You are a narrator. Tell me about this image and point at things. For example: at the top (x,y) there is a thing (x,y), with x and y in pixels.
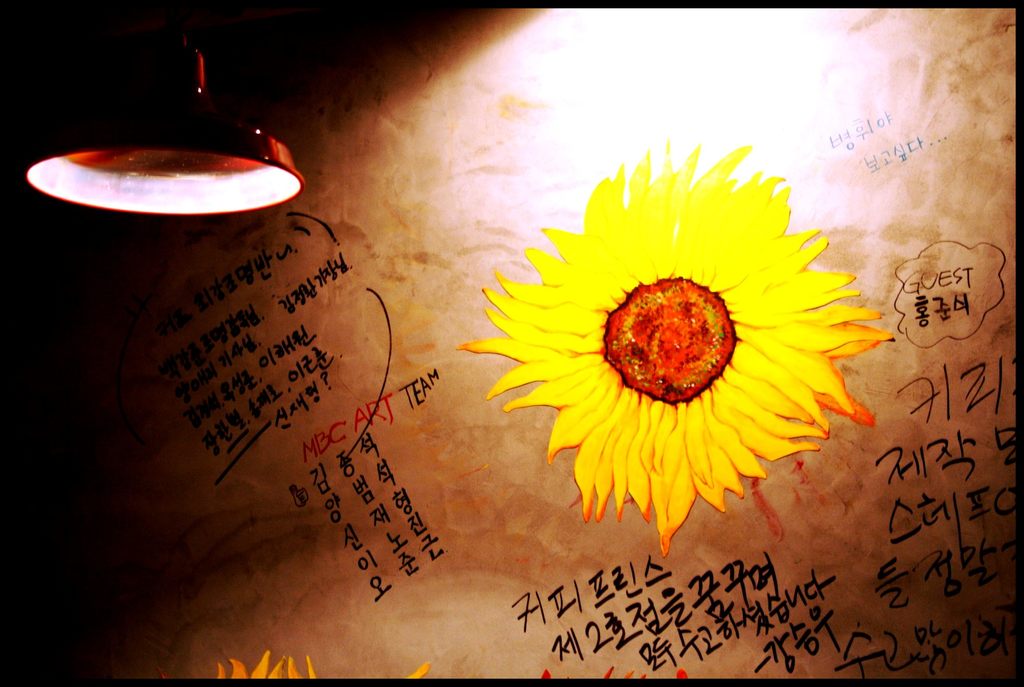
In this image we can see a light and a poster (684,264). On this poster (461,422) we can see picture (580,381) of a flower (728,288) and text (551,600) written on it.
